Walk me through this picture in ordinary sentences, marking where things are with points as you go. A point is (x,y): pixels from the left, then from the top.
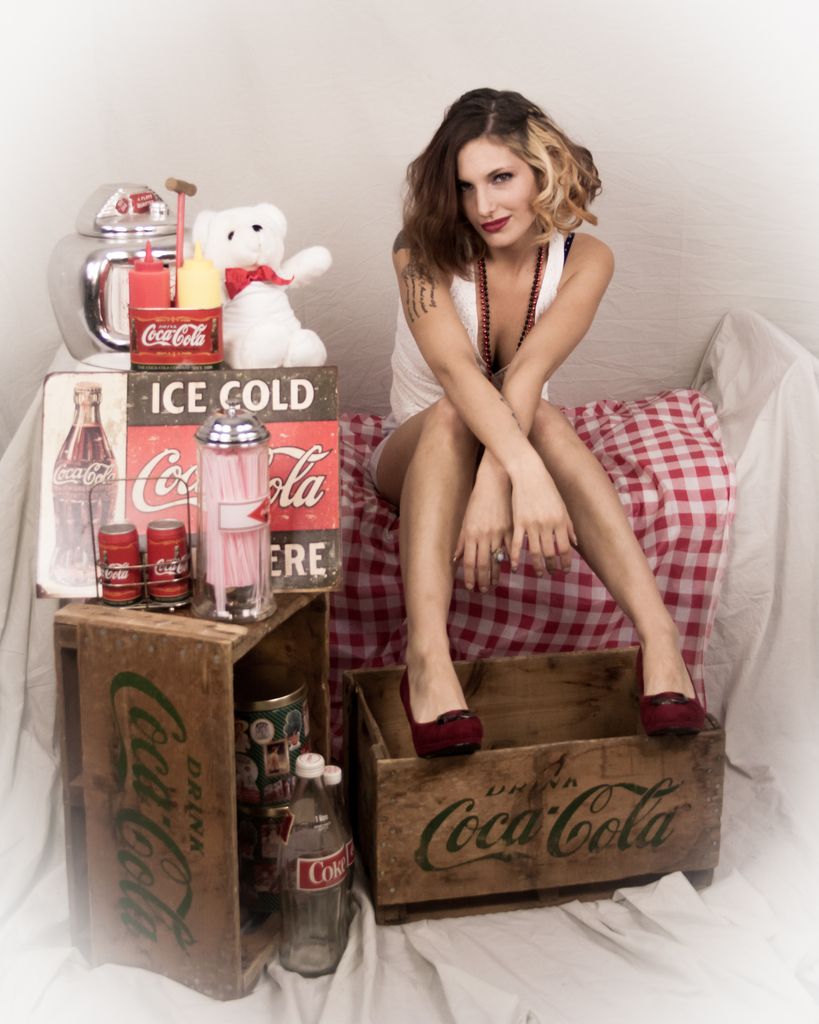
In the center of the image (537,462) there is a lady (570,156) sitting on the bed (668,559). Beside her there is a box (279,593) on which there are objects (166,381). There is a toy (252,295). At the bottom of the image (411,941) there is a white color cloth (352,973) and coke bottles (311,827). In the background of the image (308,145) there is a wall (619,95).
